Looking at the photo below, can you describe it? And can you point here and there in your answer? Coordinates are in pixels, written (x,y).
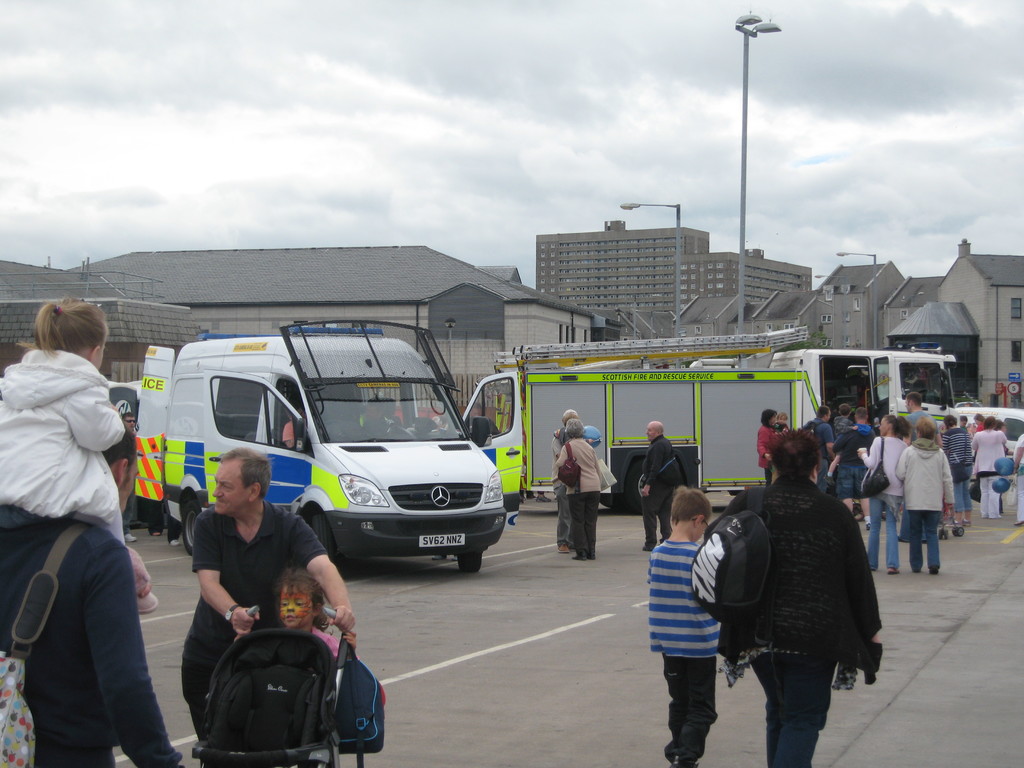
Here in this picture we can see number of people (652,464) standing and walking on the road (154,577) with their children (683,740) and we can also see vans (383,503) and trucks (661,409) present and in the far we can see houses (859,327) and buildings (274,318) present and we can also see light posts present and we can see the sky (552,211) is fully covered with clouds (592,190).
